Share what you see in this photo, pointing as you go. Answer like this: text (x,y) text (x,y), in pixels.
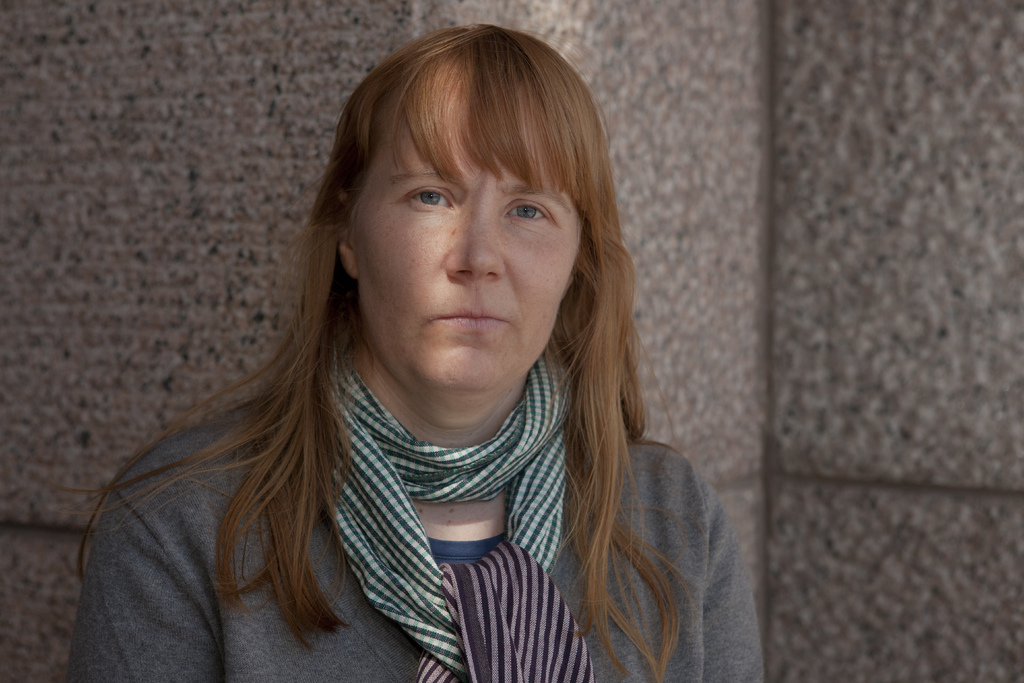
In the picture there is a woman (423,474), she is wearing a scarf (383,550). Behind the woman (379,250) it is wall (212,118).
